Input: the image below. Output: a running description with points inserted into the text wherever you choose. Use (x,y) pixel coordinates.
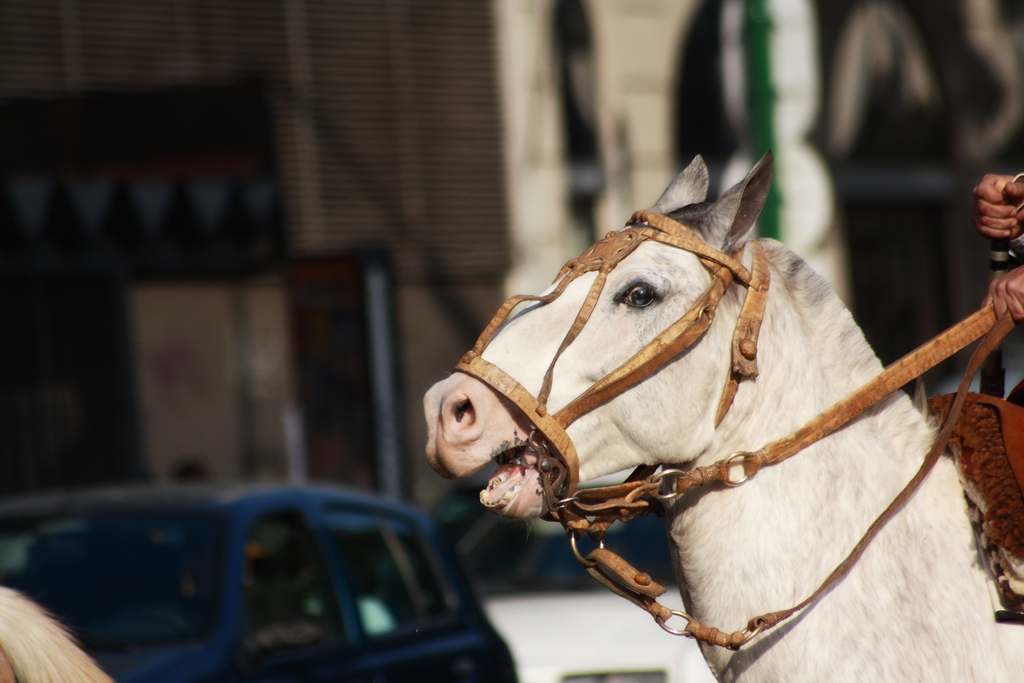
On the right side (936,612), there is a white color horse (892,526) having brown color belt (981,341). In the background (265,496), there is a vehicle (265,496). And the background (261,659) is blurred.
